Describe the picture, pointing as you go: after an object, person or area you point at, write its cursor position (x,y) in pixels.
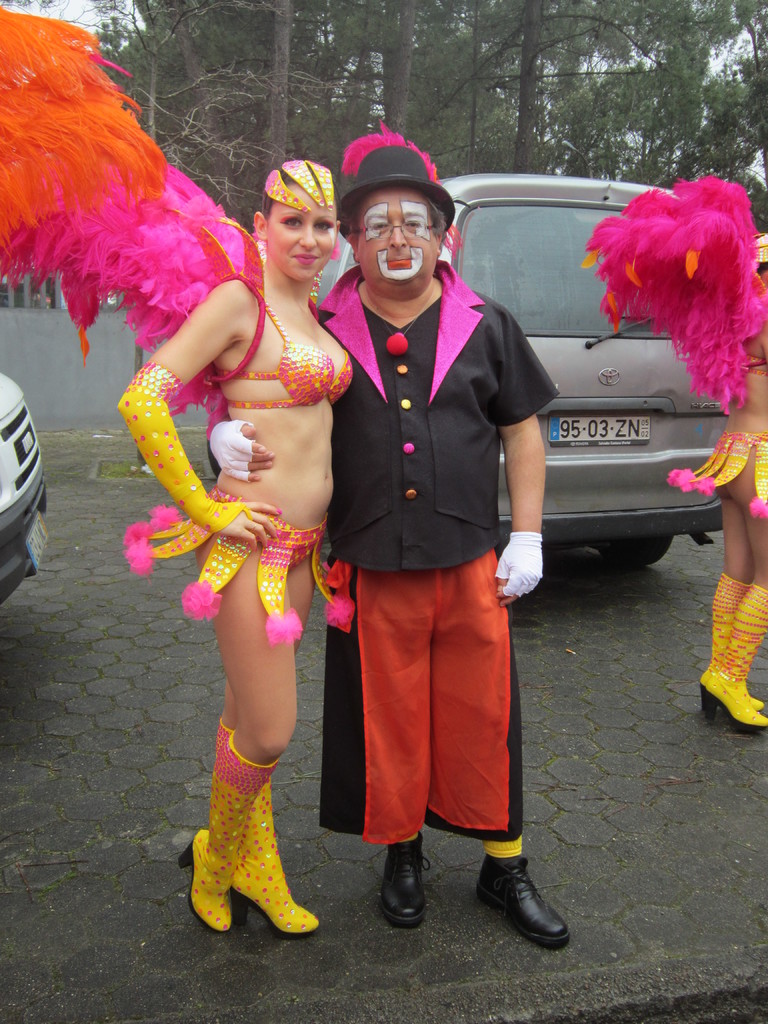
In the image in the center (327,453) we can see two persons (308,524) were standing and they were smiling, which we can see on their faces (272,245). And they were in different costumes (223,468). In the background (459,55) we can see trees (605,147), vehicles (491,254) and one person (738,276) standing.
